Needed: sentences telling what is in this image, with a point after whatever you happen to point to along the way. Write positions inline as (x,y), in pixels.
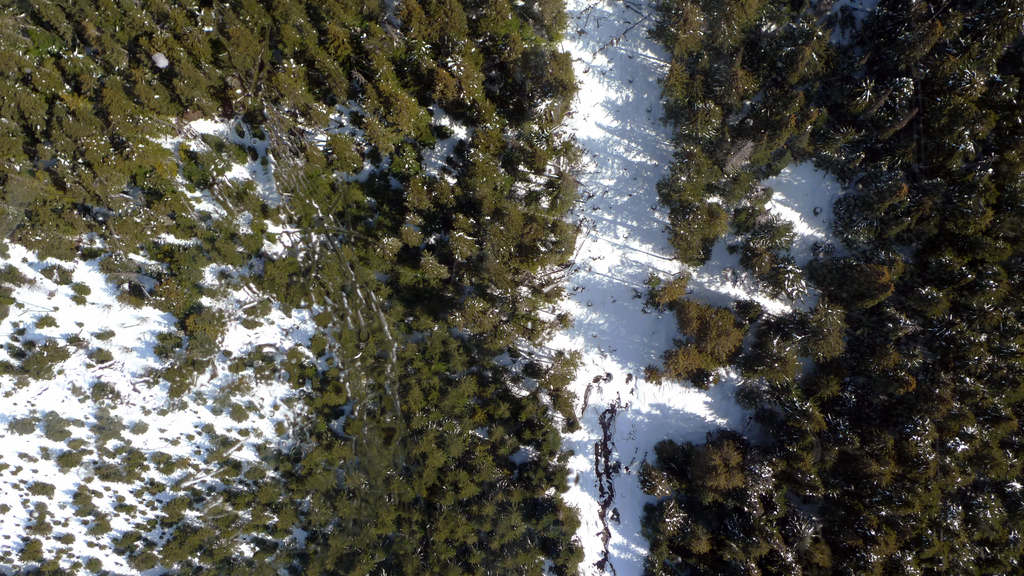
This is a top view of an image in it we can see trees (450,346) and snow (636,326).
